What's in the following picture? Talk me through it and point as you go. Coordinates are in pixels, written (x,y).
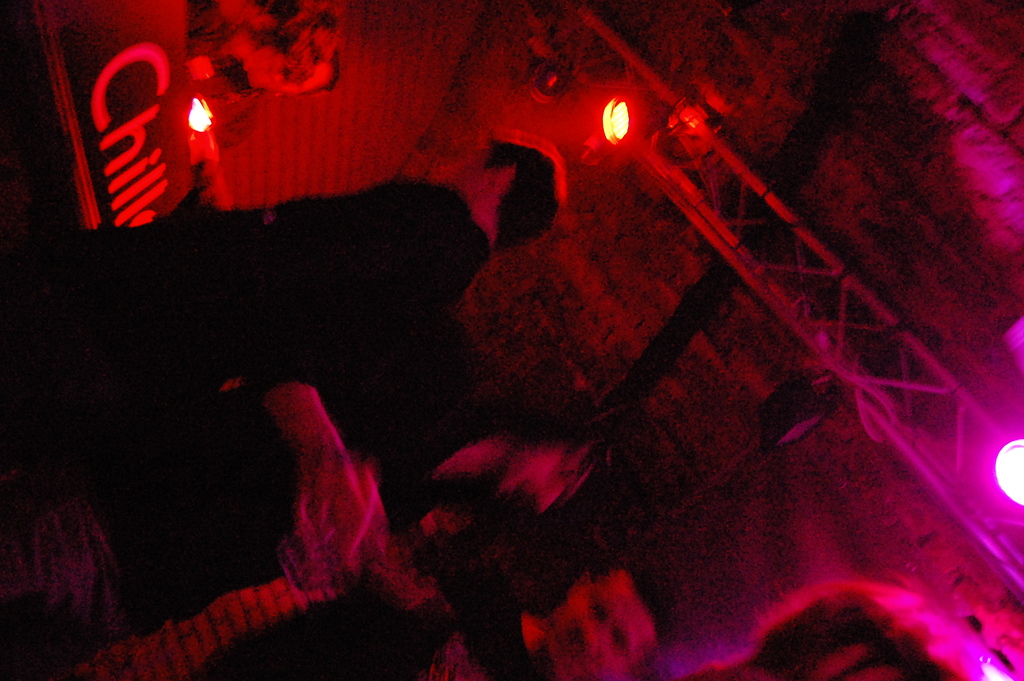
This image is taken indoors. This image is a little blurred and it is dark. There are a few lights (196,103) and there are a few iron bars (906,383). On the left side of the image (133,131) there is a board (117,112) with a text (148,116) on it and there is a person (299,276) standing on the floor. At the bottom of the image (396,554) there are a few people (497,598).
